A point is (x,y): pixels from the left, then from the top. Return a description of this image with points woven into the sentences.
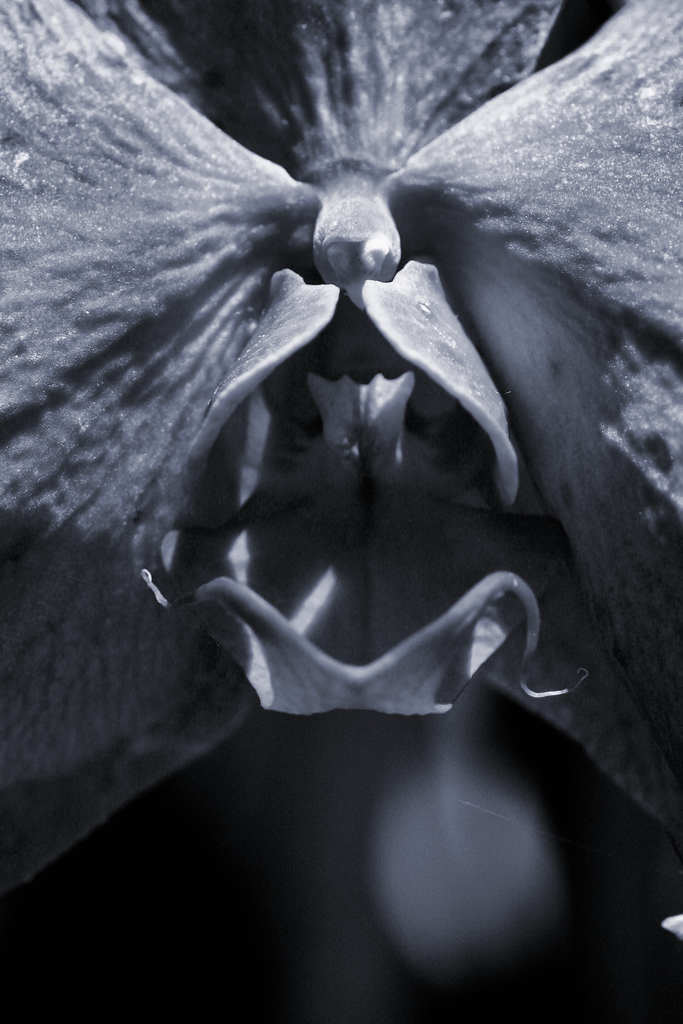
It is the black and white image of a flower (330,219).
